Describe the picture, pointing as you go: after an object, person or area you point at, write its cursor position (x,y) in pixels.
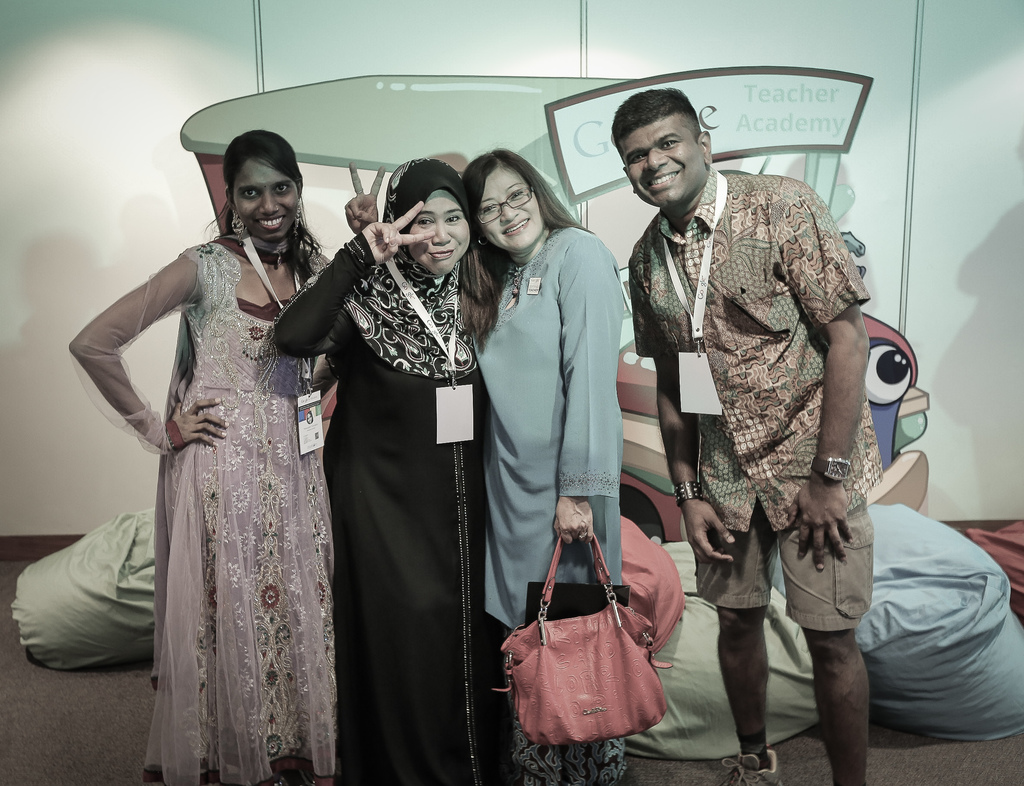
Here we can see four people (361,224) standing and three of them are wearing an id card (710,253) and smiling and the women (520,249) in the middle (524,281) is having a hand bag (552,639) in her hand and behind them we can see bean bags (153,554).
